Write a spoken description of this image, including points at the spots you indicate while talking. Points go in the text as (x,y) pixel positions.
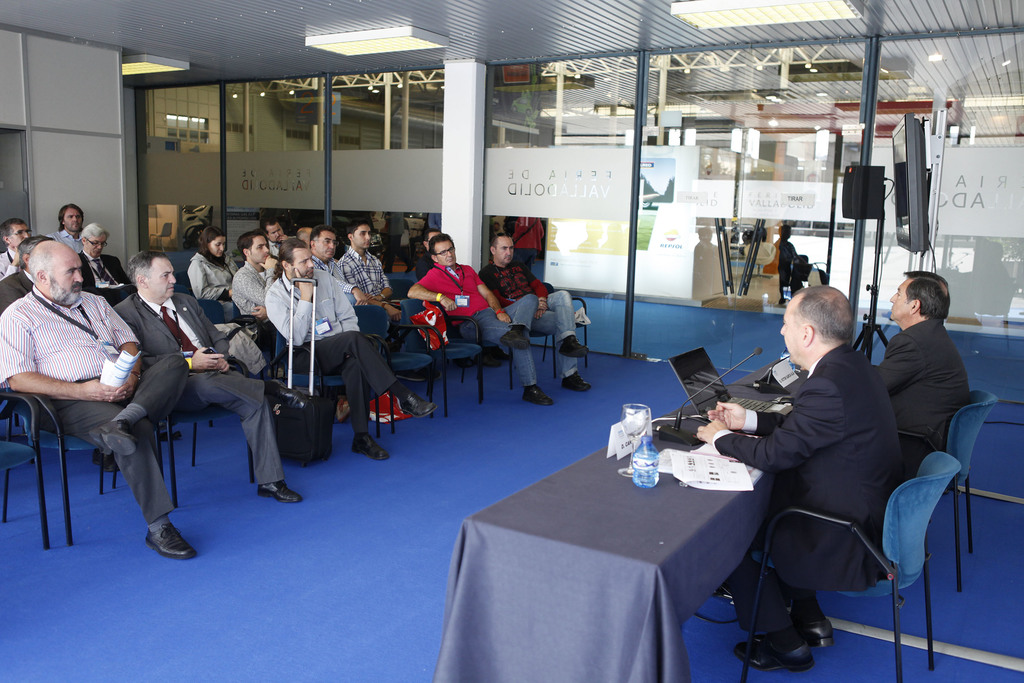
A group of people (172,275) sitting and listening. There are two men (843,358) in the opposite side with a table (692,494). There is laptop (699,402), mic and glass (644,430) on the table (560,518). There is TV screen (902,185) beside the men (834,347). The room (407,56) is illuminated with the lights (383,51) on roof (277,69).
